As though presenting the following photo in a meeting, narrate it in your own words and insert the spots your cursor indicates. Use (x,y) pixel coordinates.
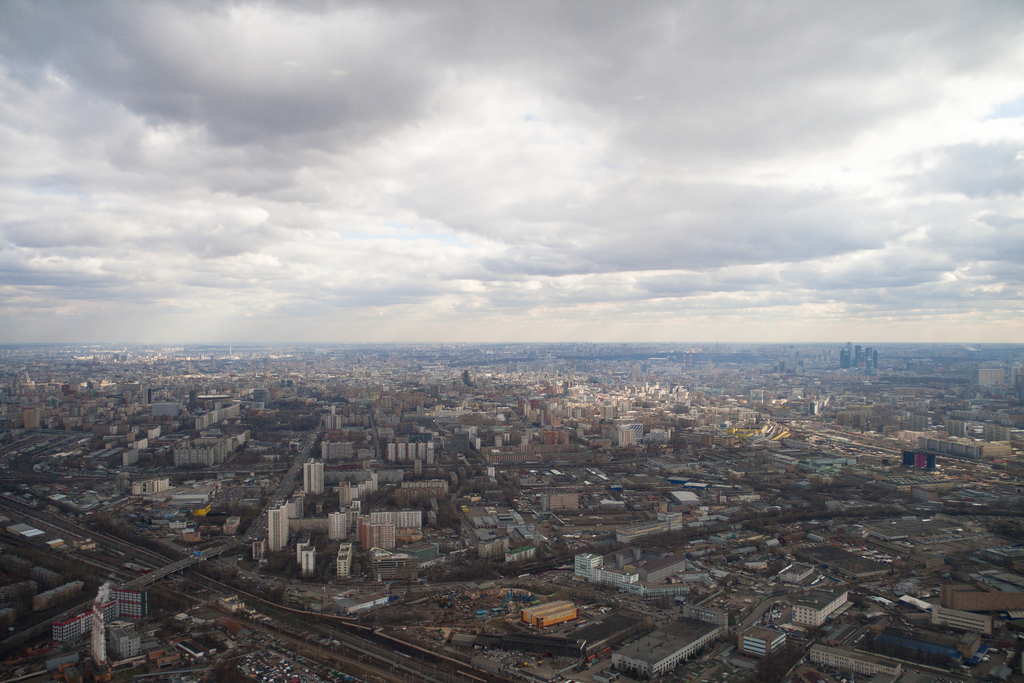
This picture is clicked outside. In the foreground (148,671) we can see the road (172,571), bridge (140,580), buildings (636,485), houses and many other objects (189,585). In the background (104,314) we can see the sky (135,199) which is full of clouds (590,89) and we can see many other objects (917,368).
